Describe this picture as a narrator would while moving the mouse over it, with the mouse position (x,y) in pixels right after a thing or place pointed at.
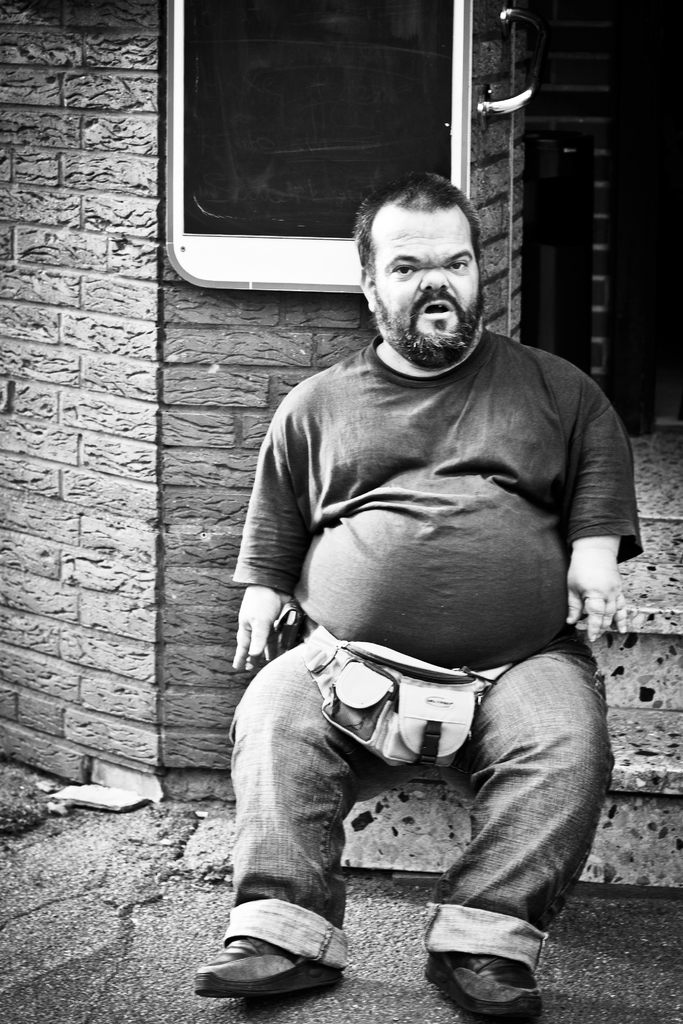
This is a black and white image. I can see a person (500,666) sitting on the stairs (642,736). This looks like a wall (169,518). I think this is a board (302,274), which is attached to a wall (111,209).
